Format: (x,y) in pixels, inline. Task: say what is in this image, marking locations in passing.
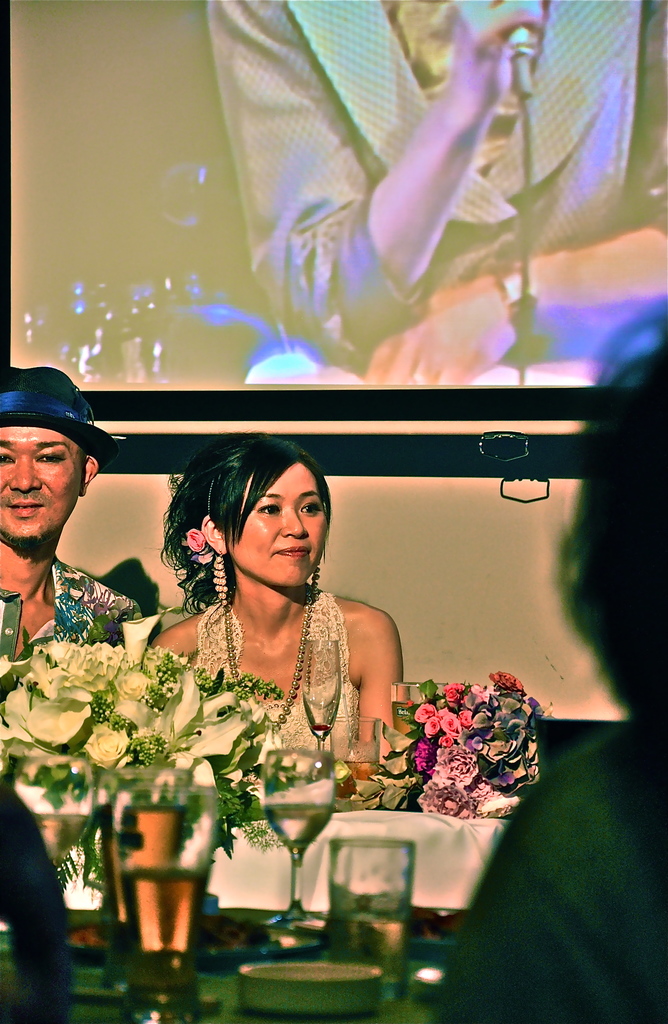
In this image we can see two persons (249,552) are sitting, and smiling, in front (421,783) here is the table (389,832), glasses (264,791), and bouquet (404,787) on it, at back (464,82) here is the wall (576,672) and screen (427,195) on it.
